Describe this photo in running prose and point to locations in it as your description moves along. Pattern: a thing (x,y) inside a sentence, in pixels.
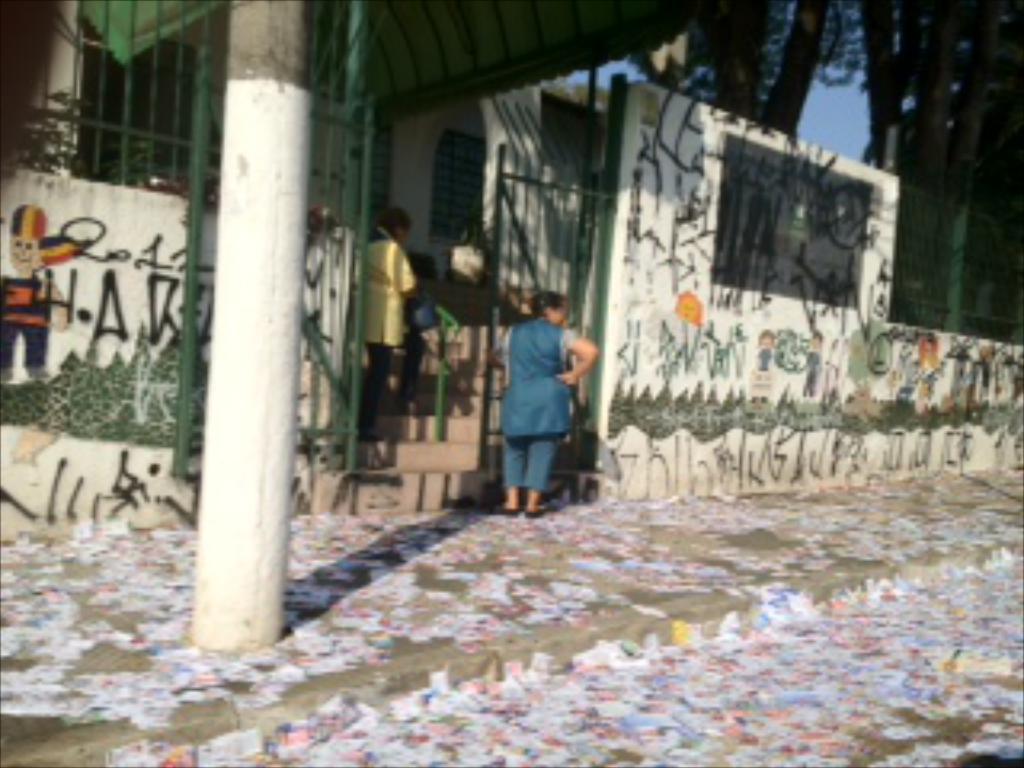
In this image we can see a house (36,510). There is a gate (333,130). There is a pillar (249,30). There is a lady (515,338) standing. There are staircase (396,405). At the bottom of the image (510,646) there is road (816,573) on which there are papers (81,547).
